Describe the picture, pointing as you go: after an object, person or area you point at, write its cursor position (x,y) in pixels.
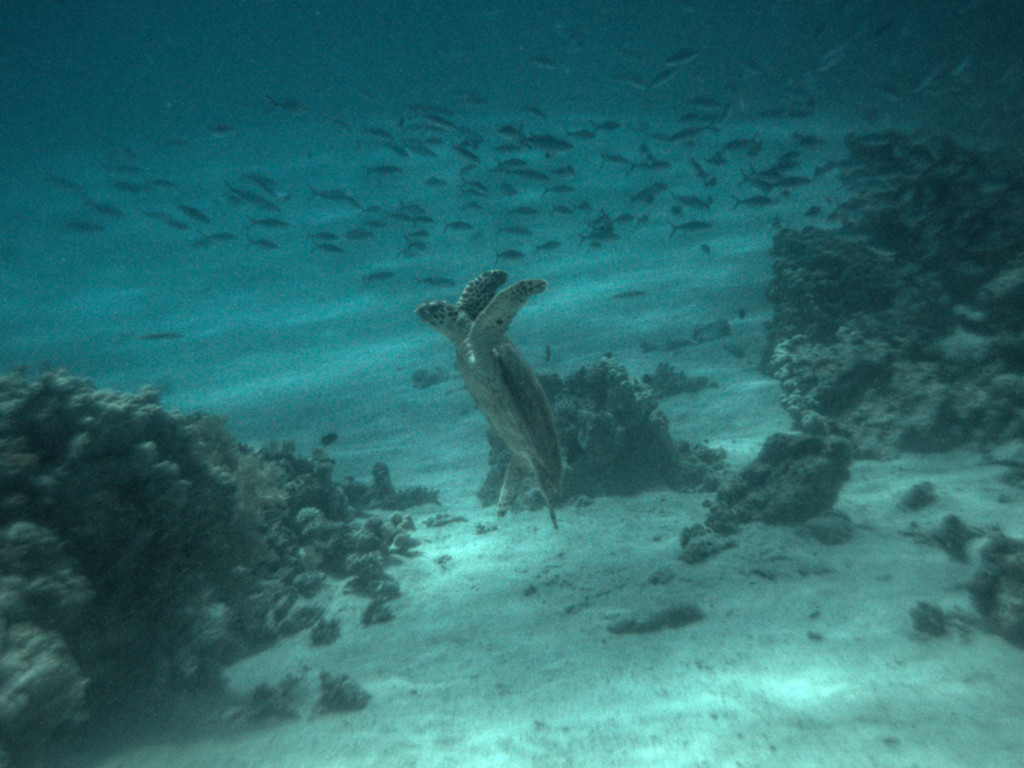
In this image we can see many fishes (259,199) and a turtle (491,371) in the water (610,641). There are few rocks (922,286) in the image.
